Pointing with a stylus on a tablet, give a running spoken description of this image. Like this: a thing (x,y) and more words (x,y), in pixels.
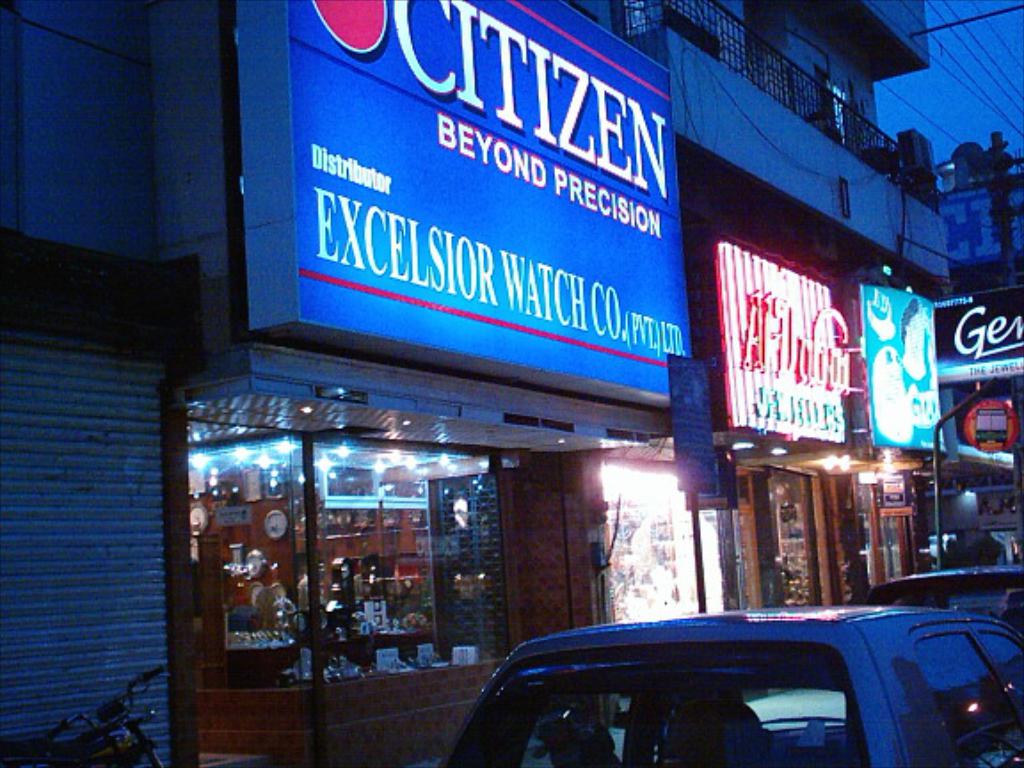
In this image we can see a motor vehicle (615,624) on the road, stores (553,560), name boards (400,343), grills (883,142), buildings (861,172), cables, street pole (937,435), street light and electric lights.
